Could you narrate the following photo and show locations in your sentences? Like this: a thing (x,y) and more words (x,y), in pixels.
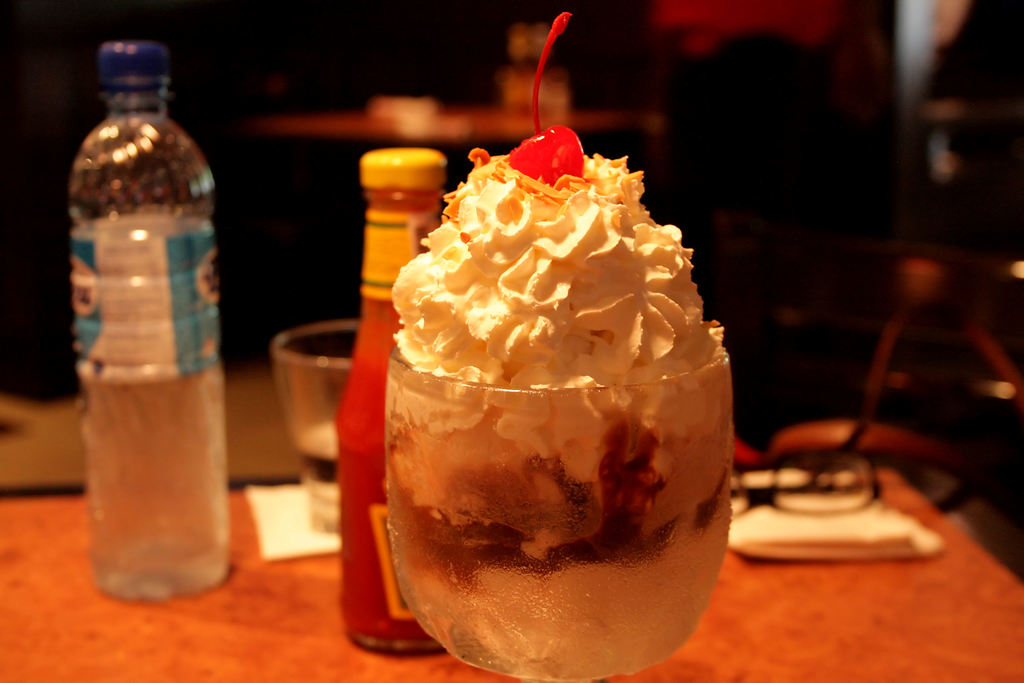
This is an ice cream (596,320) with cherry topping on it. This is a water bottle (212,295), tumbler (314,395) and a ketchup bottle (368,490) placed on the table (773,626). This looks like a spectacles (825,493).
